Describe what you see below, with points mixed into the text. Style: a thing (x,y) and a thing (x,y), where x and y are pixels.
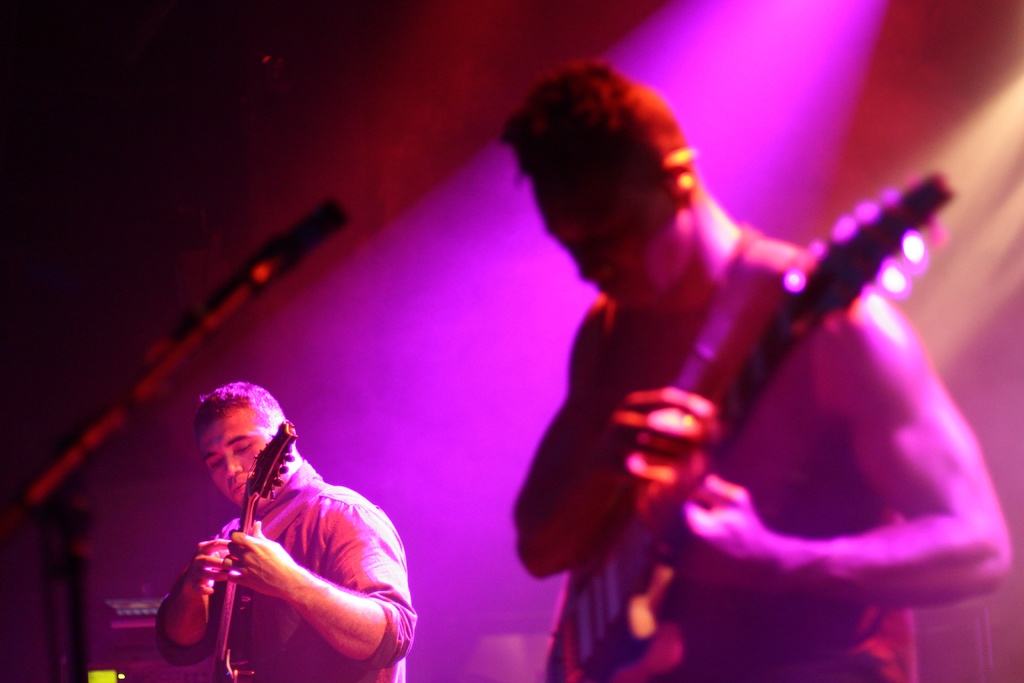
In this image there are two people (230,453) playing guitars (253,515), in front of them there is a mic (65,528), behind them there are some objects (127,603).
